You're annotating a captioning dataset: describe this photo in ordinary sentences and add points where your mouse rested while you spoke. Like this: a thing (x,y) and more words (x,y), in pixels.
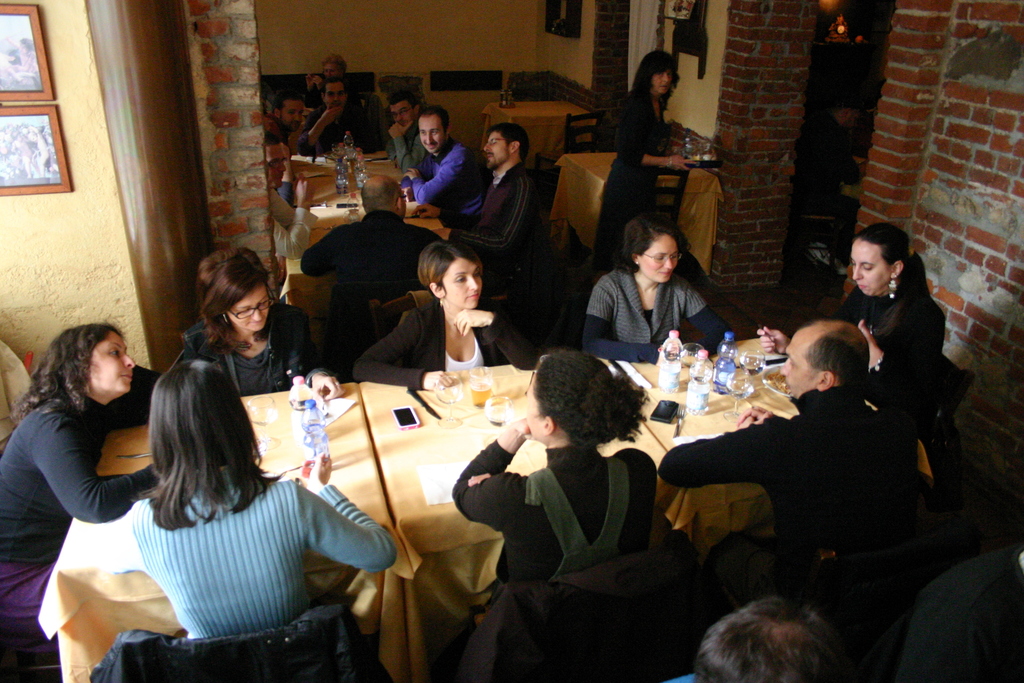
In this image I can see the group of people (560,397) sitting in-front of the table (433,442). On the table (451,441) there is a mobile (672,415), glass (492,412) and the bottles (723,380). And there are frames (56,114) attached to the wall (87,139).
